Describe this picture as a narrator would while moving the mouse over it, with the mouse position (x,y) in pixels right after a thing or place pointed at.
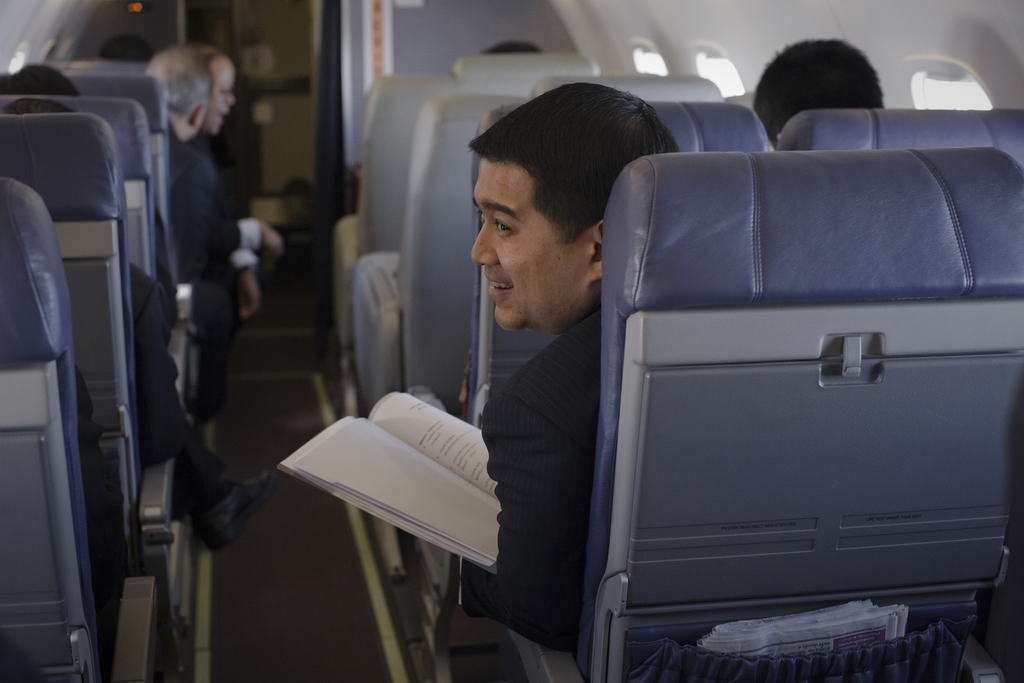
This picture is taken inside the airplane (424,358). In this image, on the right side (705,265), we can see some seats (689,218). In the seats (616,366), we can see a man (598,367) is sitting and holding a book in his hand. On the left side (199,123), we can see a group of people (223,117) are sitting on the chair (47,600). On the right side (794,639), we can also see a newspaper (806,635), we can also see some windows (935,106) on the right side (727,83).
